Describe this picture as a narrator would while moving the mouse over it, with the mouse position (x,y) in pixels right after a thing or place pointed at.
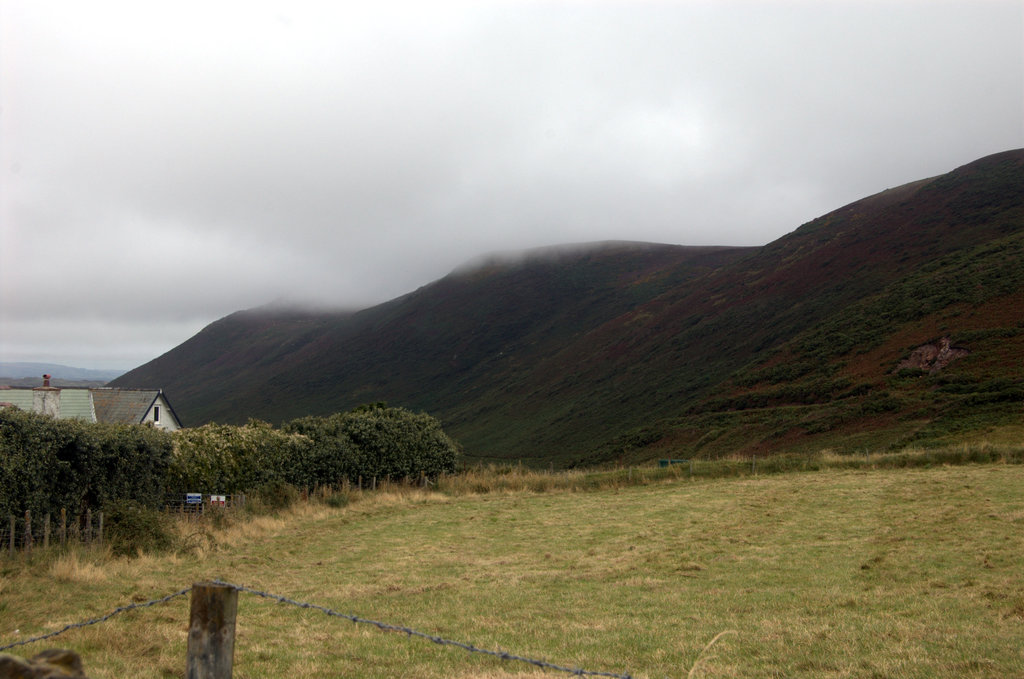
In this image, we can see trees (78,454), plants (924,461), grass (607,565), poles (224,606), boards (192,495), houses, hills (364,386) and fog (516,262). At the bottom (66,627), we can see fencing wire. Background (682,144) there is the sky (366,159).
